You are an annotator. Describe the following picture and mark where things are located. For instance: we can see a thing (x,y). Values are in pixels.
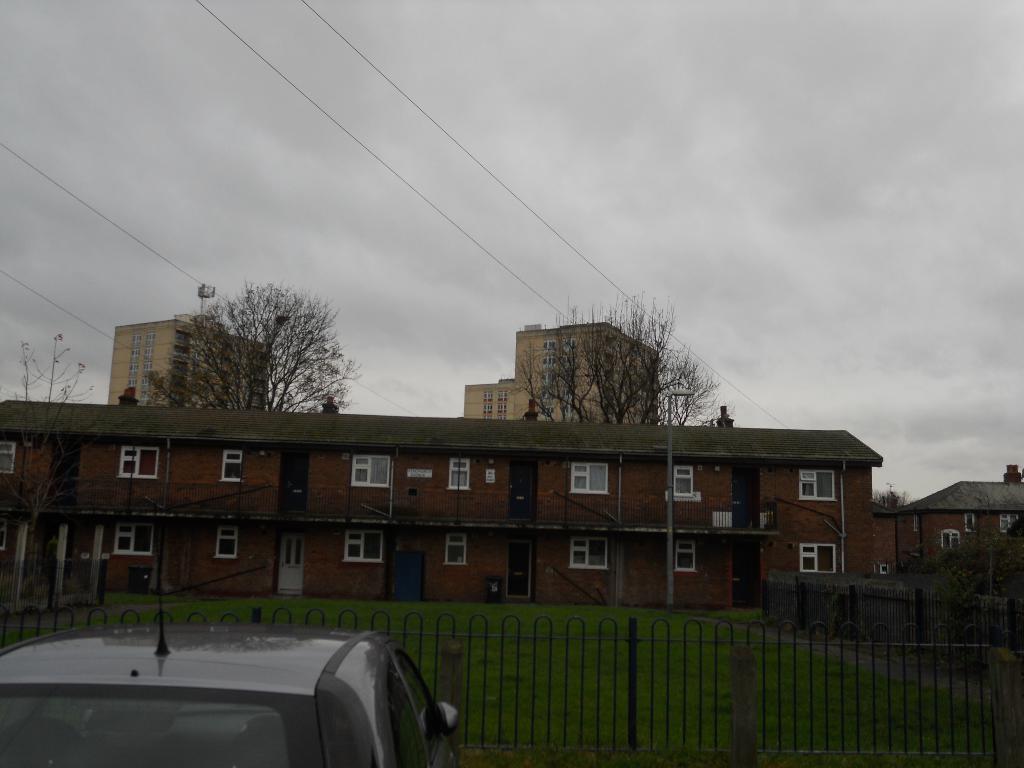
In this image in the center (444,474) there are buildings (412,511), trees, poles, and at the bottom (204,721) there is grass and car (381,671). At the top (596,173) the sky (251,234) is cloudy and also we could see wires (131,235).
